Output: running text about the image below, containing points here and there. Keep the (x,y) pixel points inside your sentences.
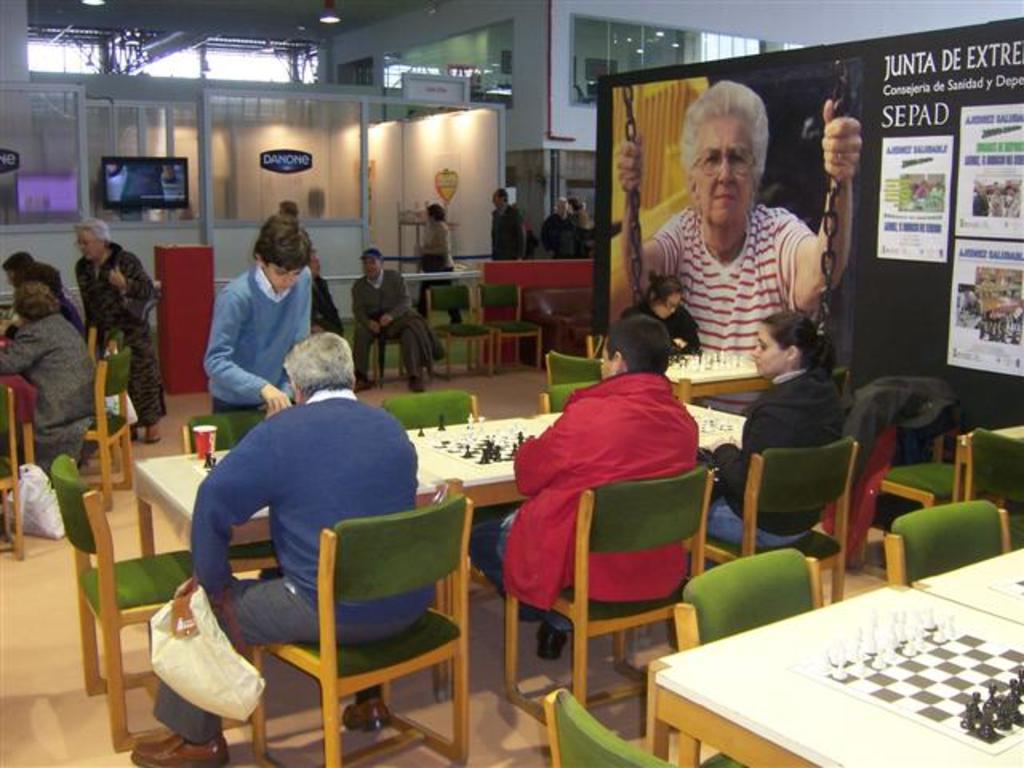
In this image, we can see a group of people (373,480). Few are sitting and standing. Here we can see chairs (517,631) and tables (896,732). On top of the table (829,749), we can see few things (963,721), chess board (976,719) with coins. At the bottom (80,729), we can see the floor (102,699). Background (981,327) there is a television (165,193), glass objects (302,180), banner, posters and lights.
